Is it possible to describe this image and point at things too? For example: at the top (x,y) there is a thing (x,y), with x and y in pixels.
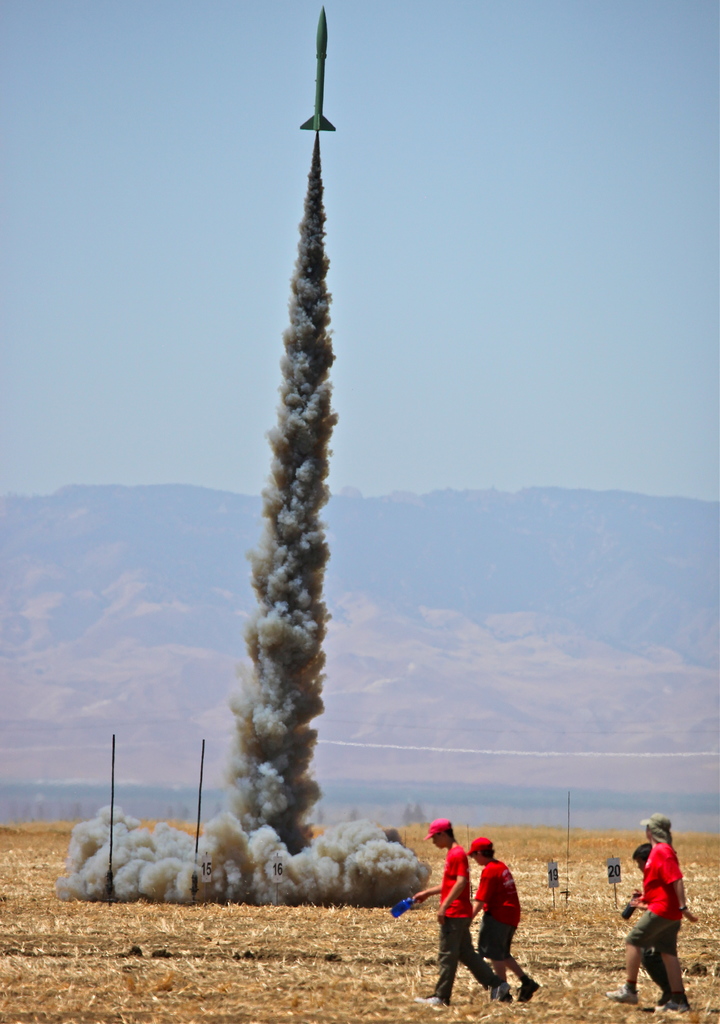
In the picture we can see a dried grass (312,922) and on it we can see four people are walking, they are in red T-shirts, and caps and near to them we can see a rocket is released with a smoke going through the sky (90,448) and in the background (58,658) we can see some hills (87,697) and the sky (618,172).
